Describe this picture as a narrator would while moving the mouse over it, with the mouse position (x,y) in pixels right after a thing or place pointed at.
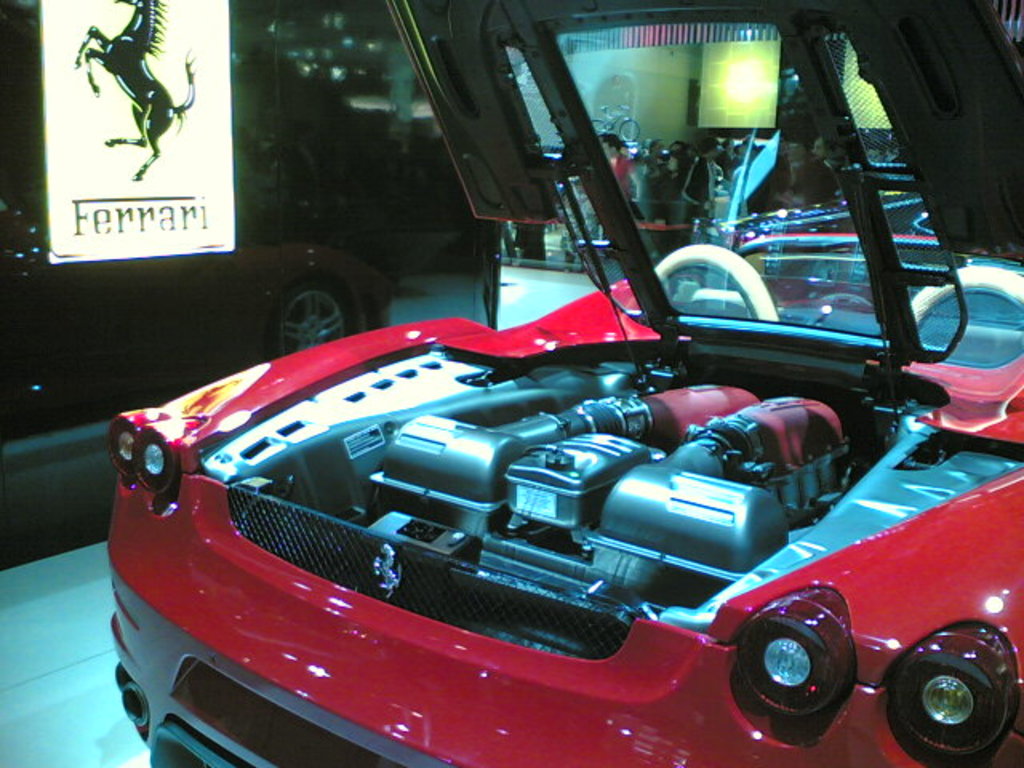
Here we can see a vehicle (505,583). This is floor (50,685). There is a board (207,188), glass (314,178), and light (720,76).
